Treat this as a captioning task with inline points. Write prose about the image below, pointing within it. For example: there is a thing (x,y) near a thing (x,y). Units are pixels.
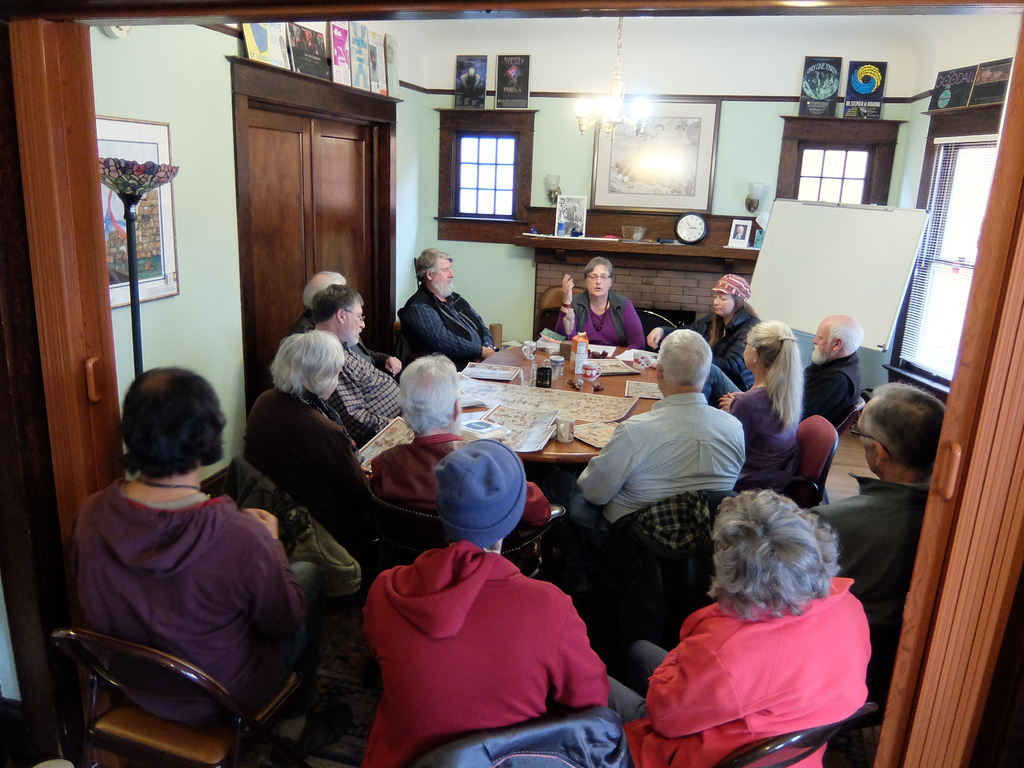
In the picture we can see a set of people (457,317) sitting on the chairs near the table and some people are sitting in the backside of some people (363,346) who are sitting on chairs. In the background (507,298) we can see a wall (488,302) with wooden doors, windows (799,134), a table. On the table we can see a photo frame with some clock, pictures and light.
